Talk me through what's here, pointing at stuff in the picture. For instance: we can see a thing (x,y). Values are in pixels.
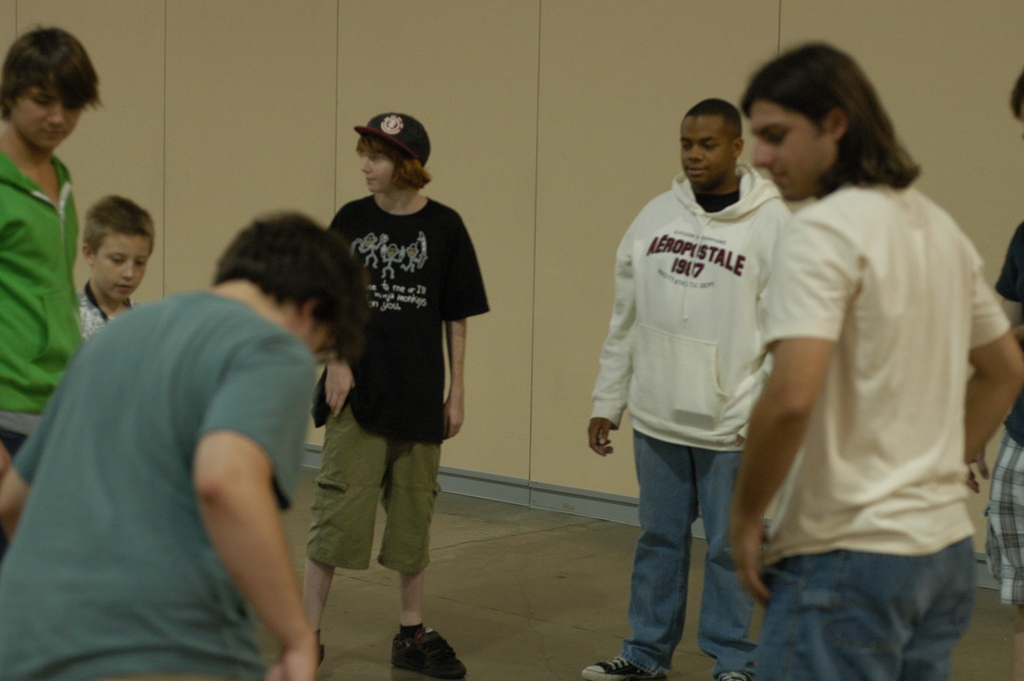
In this image we can see people (227,411) standing on the floor (293,496). In the background (674,137) there are walls (674,137).
